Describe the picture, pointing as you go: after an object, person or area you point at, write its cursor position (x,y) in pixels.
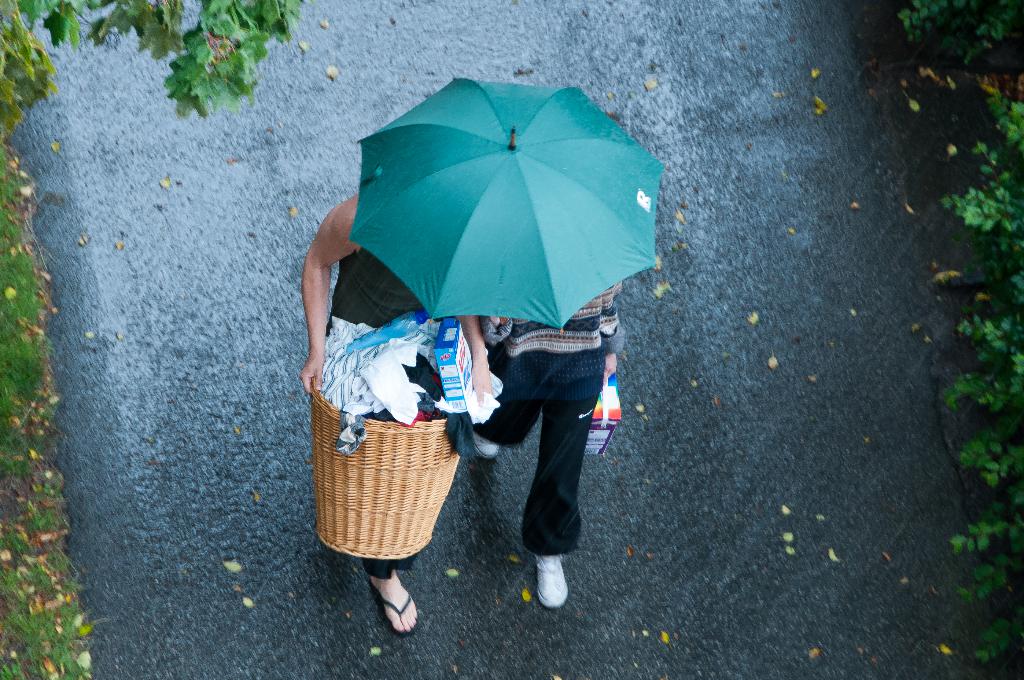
Here we can see two people (497,343). This person (389,304) is holding a basket (395,545) with clothes (410,395) and box (458,370). This is a green umbrella (576,209). Left side of the image (23,110) and right side of the image (1013,547) we can see green leaves (22,39).
